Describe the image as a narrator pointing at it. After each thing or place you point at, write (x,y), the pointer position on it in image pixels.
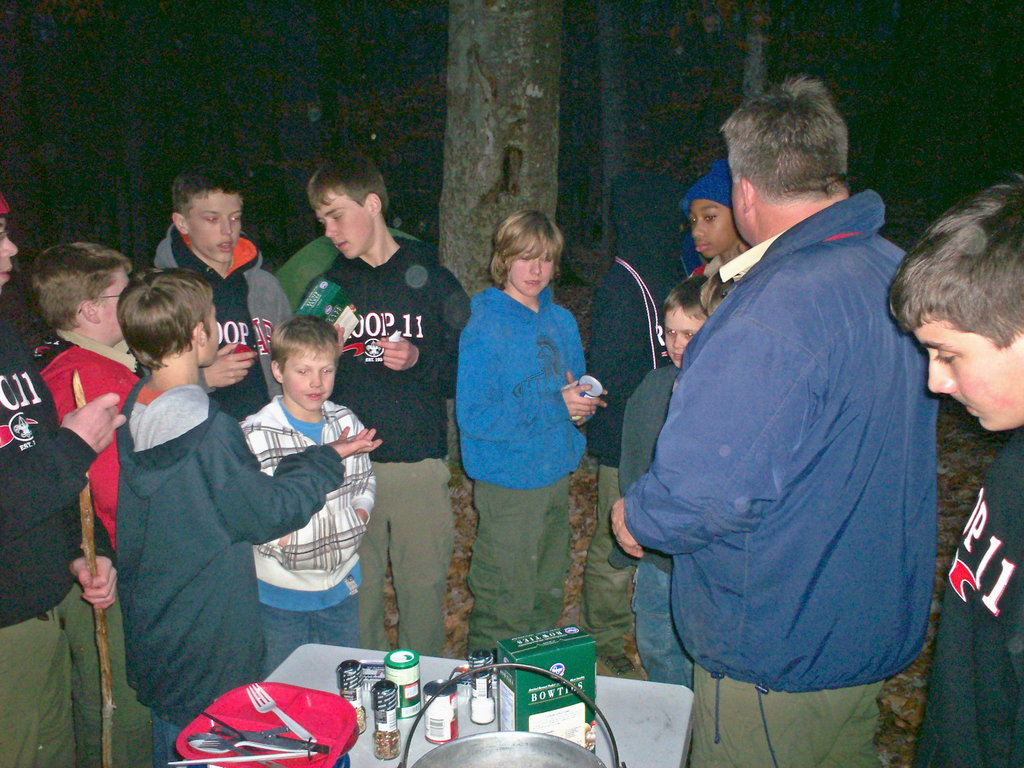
In this picture there are people (761,423) in the center of the image (569,433) and there is a table (284,668) at the bottom side of the image (330,719), on which there are spoons (314,737), wok (513,745) and other kitchenware (310,696) on it, there are trees (548,86) in the background area of the image (541,119).
